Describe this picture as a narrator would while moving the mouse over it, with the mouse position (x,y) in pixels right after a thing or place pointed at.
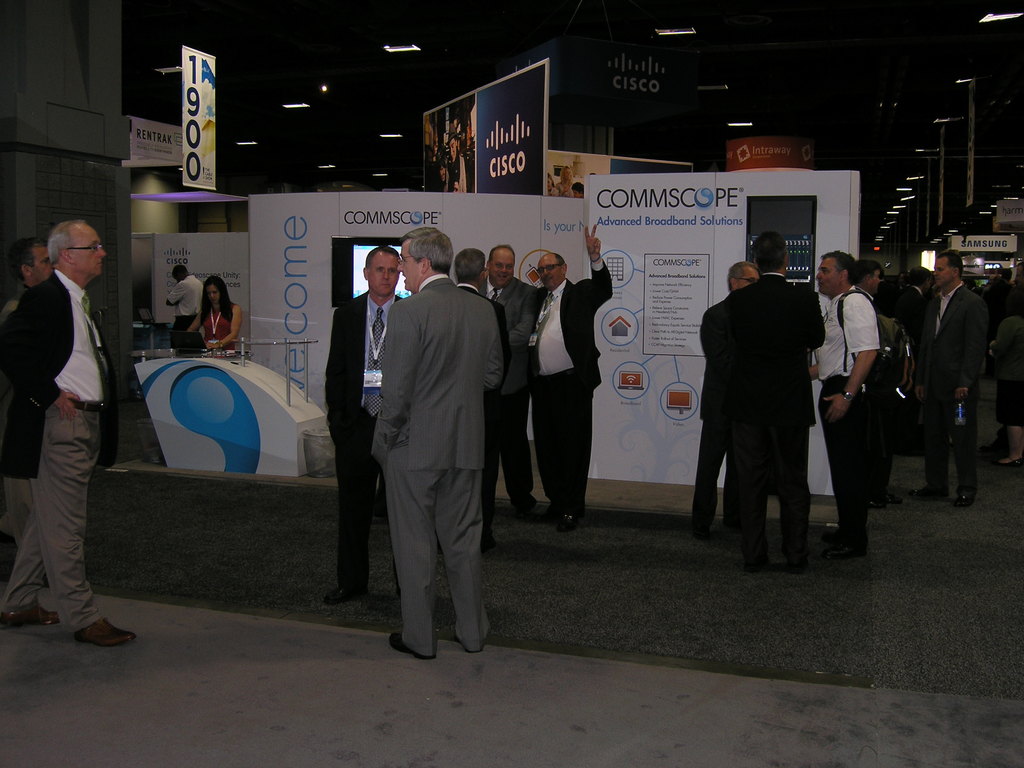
In this image we can see a few people (406,532) standing, there are some boards (157,128) with text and images (453,105), at the top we can see some lights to the ceiling (366,111) and also we can see some poles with lights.
